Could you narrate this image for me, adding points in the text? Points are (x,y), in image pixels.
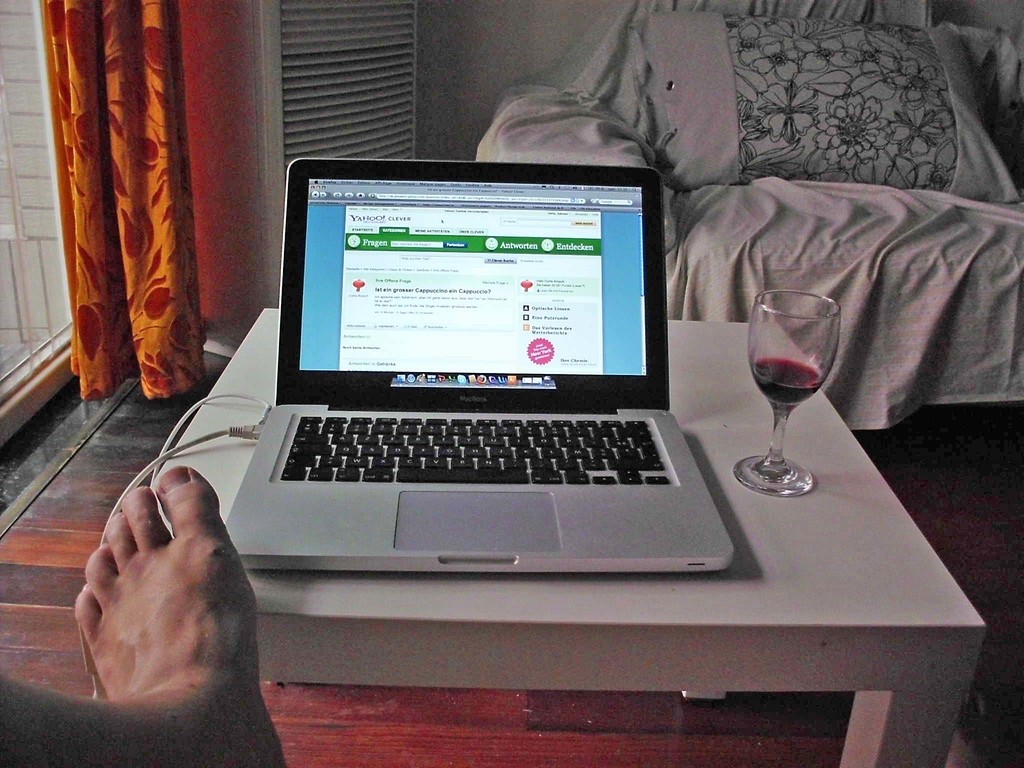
In this image there is a table (444,599) and we can see a laptop (616,428) and a wine glass (778,395) placed on the table (590,666). At the bottom (184,738) we can see a person's leg (184,708). On the left (148,25) there is a curtain (115,358). In the background (607,88) there is a sofa (879,188) and we can see a cushion (847,145) placed on the sofa (862,195).
